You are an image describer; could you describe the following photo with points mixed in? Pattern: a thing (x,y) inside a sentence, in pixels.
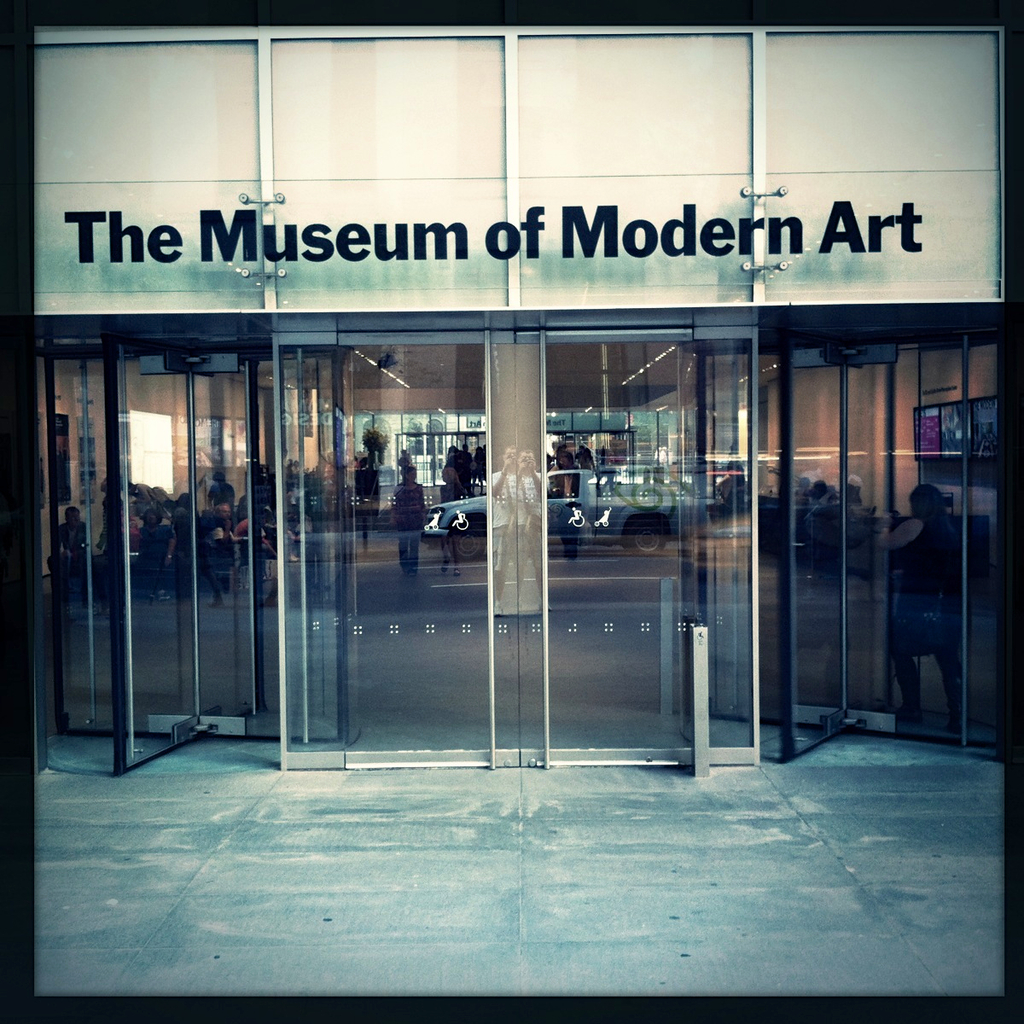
I can see this is an edited image. There is a building (435,500) and there are glass doors (377,591). Through the transparent glass (380,626) I can see the reflection (473,565) of car (566,540), there are group of people (570,492) and there is a screen (953,424). And at the top of the image (418,235) there is some text (325,244).
